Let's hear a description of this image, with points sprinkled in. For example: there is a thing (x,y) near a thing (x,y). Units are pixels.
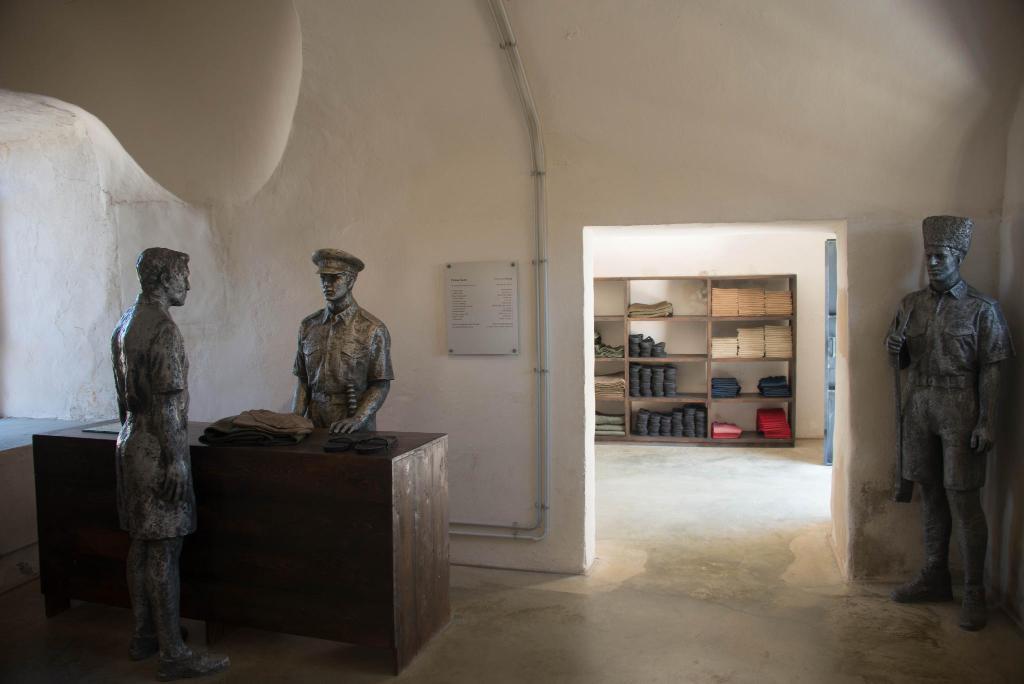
In this image we can see three statues (360,353) on the floor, a board (506,345), table (279,502) and cupboard (774,358) with some things (772,342) placed in it.
